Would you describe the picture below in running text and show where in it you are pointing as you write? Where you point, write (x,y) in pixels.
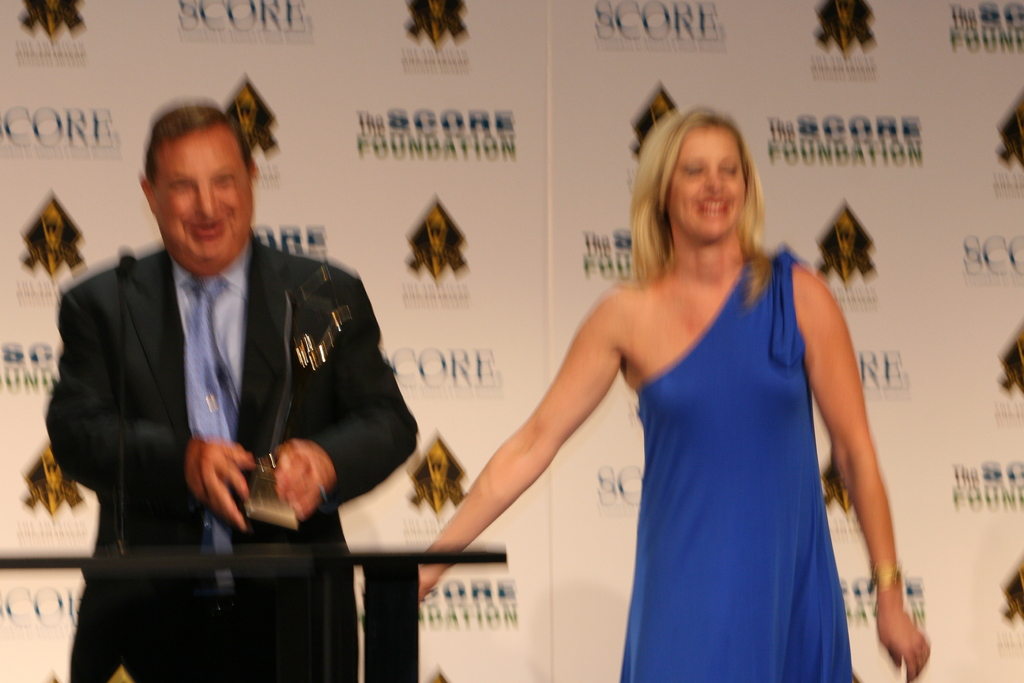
This is a blur image. Here I can see a woman (702,332) and a man (211,446) are standing and smiling. The man (212,410) is holding an award (329,335) in the hands (234,482). In front of him there is a table (393,606). In the background (470,163) there is a board (774,152) on which I can see the text (424,121).
